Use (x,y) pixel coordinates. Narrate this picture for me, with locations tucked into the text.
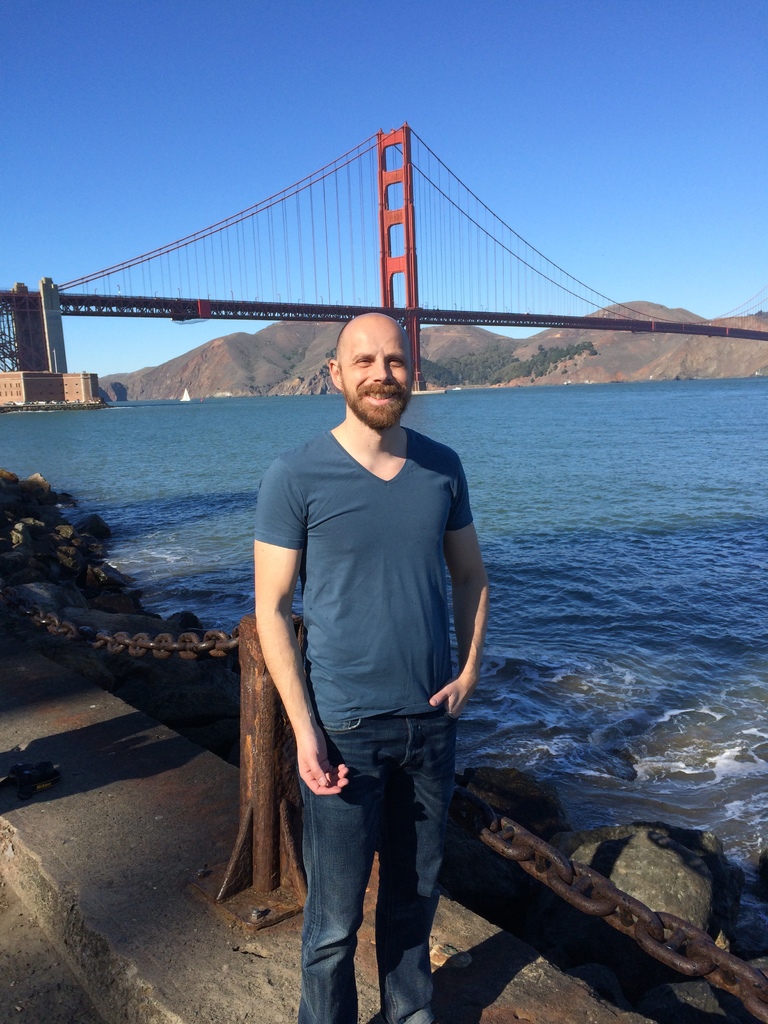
In this image we can see a person (396,688) standing on the surface (222,957). We can also see a fence (294,808) with a chain (619,929), some stones (543,929), a building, a water body (514,680) under a bridge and the sky (514,138) which looks clear.
